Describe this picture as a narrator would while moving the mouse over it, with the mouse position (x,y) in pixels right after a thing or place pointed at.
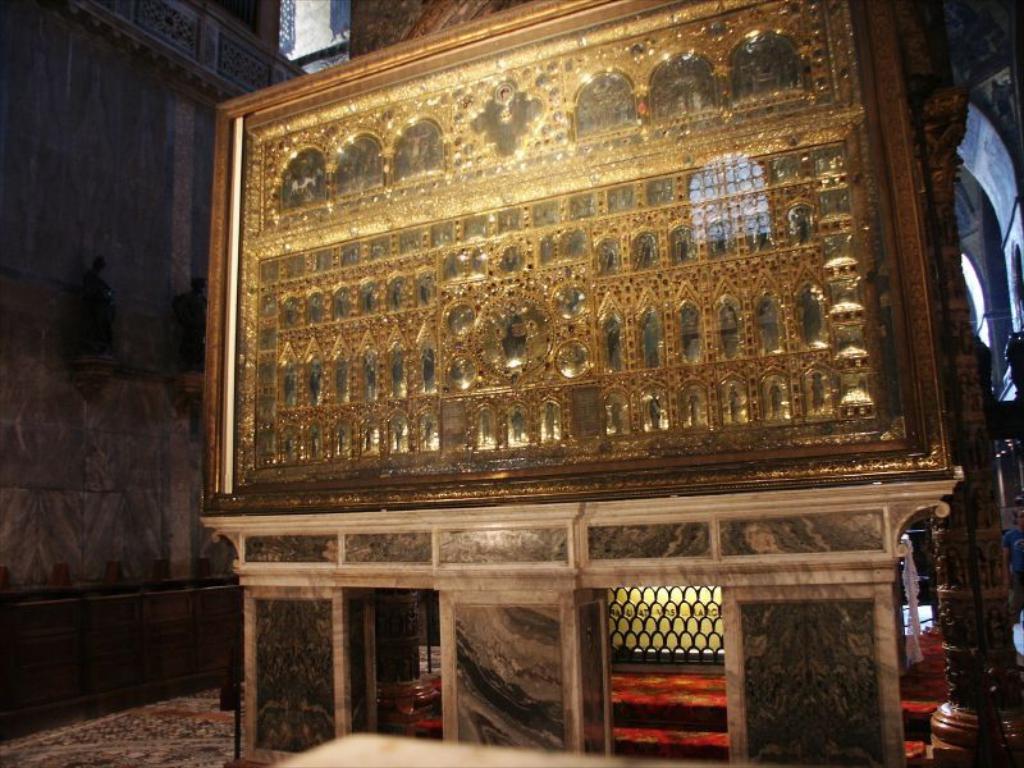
In this image we can see a photo frame (423,449) placed on the stand (733,653). On the backside (197,251) we can see a pillar (962,448) and the walls (147,532).
